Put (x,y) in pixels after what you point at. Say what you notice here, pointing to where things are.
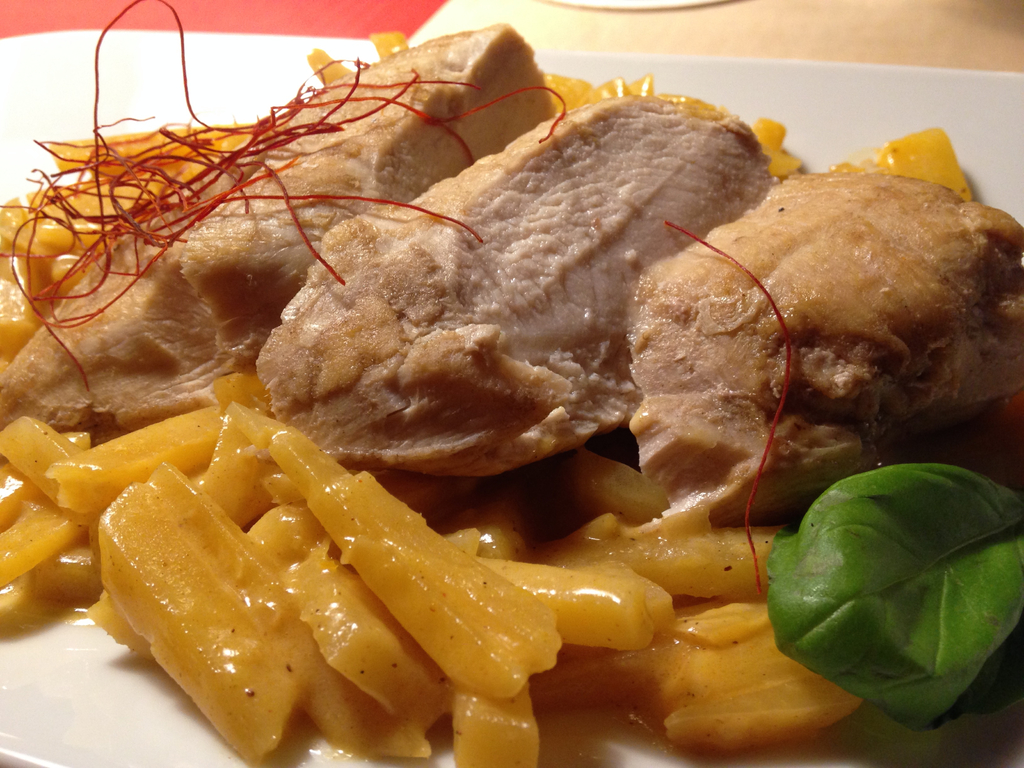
In the center of the image (470,334) there is a food (520,406) in plate (139,90) placed on the table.
